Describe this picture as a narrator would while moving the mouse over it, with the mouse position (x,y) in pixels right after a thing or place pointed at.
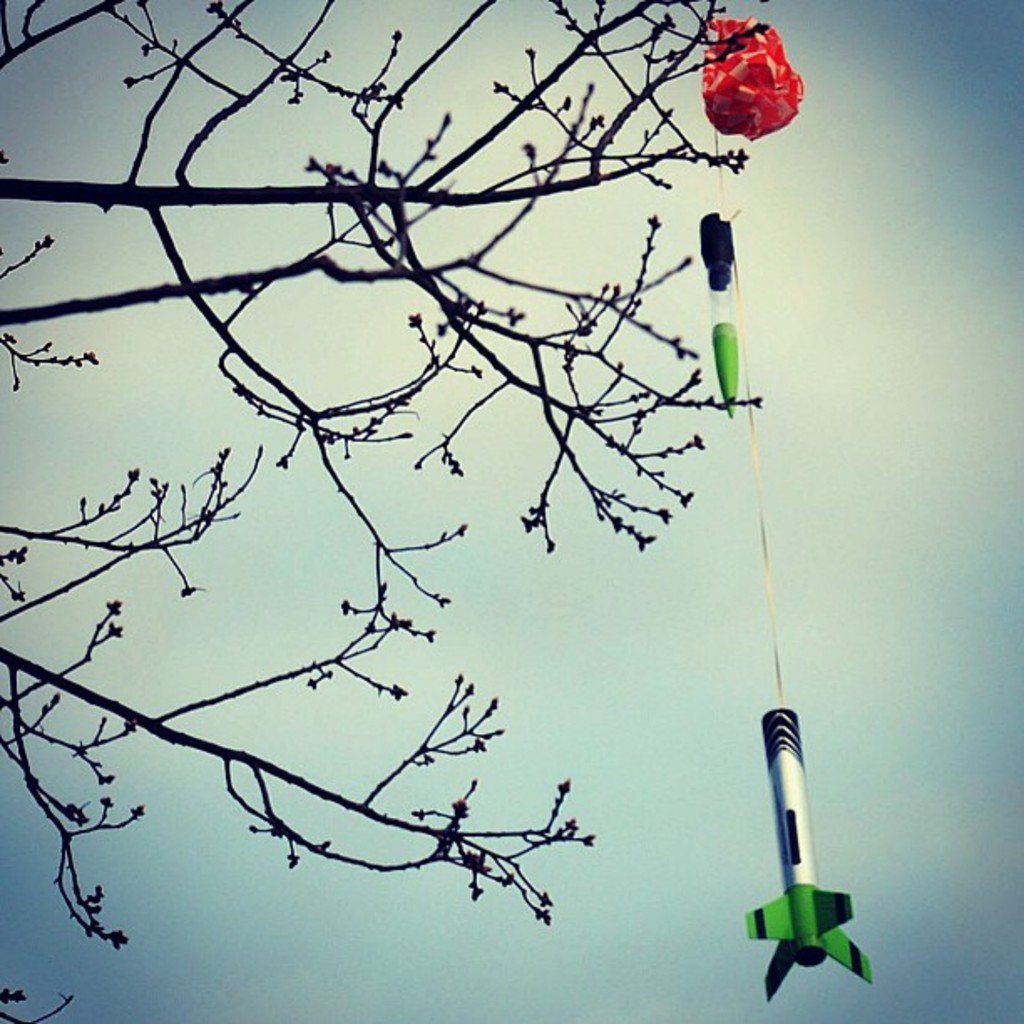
In this image we can see stem (441,306) of a tree (68,527) and one red green and black color thing (750,100) is attached to the tree (728,162).
